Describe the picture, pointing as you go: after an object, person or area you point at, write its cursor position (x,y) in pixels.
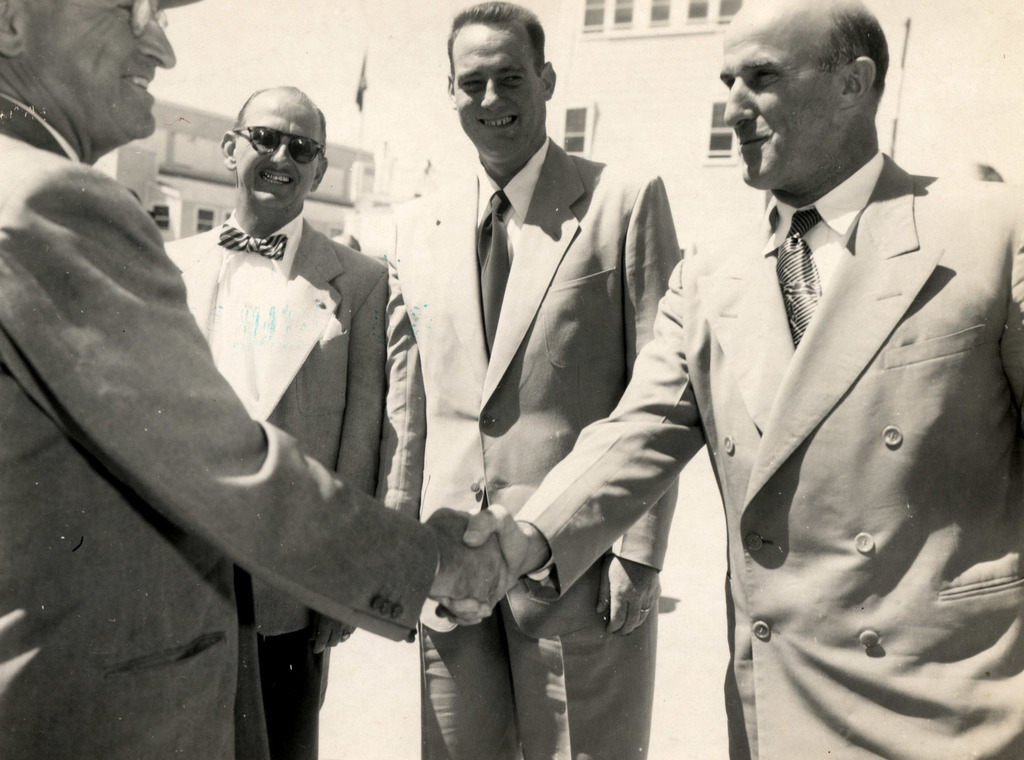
It is a black and white image there are four men (669,269), among them the first person (189,505) and the last person (612,445) are greeting each other and all of them were smiling and in the background (582,77) there is a building (675,77).
